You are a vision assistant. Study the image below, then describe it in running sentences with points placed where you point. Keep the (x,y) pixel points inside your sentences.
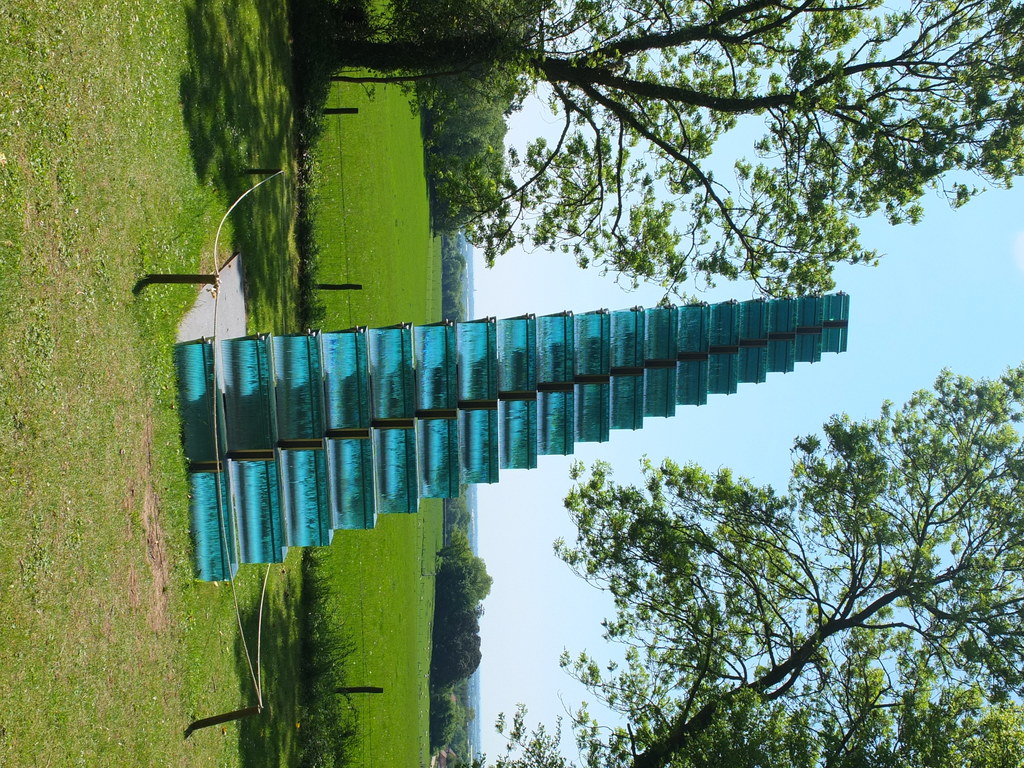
Here in this picture we can see a ground (417,197), which is fully covered with grass (32,479) over there and we can see trees (466,649) and plants (436,594) present here and there and in the middle of it we can see a sculpture (242,396) present over there.
